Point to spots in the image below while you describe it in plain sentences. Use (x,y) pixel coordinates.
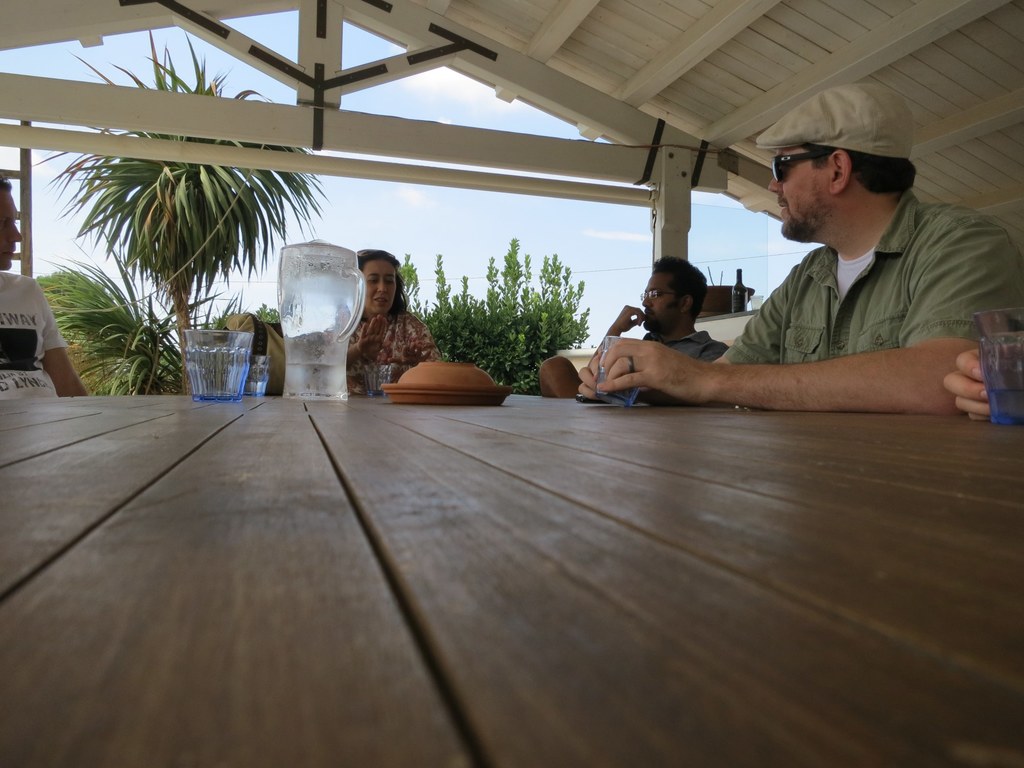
In this image we can see a few people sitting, among them, some are wearing the spectacles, in front of them, there is a table (169,470), on the table (221,425), we can see the glasses (254,357), jug (312,336) and some objects (438,400), also we can see the trees (230,255), bottle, bowl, glass (206,365) and a ladder (24,239), in the background (39,188) we can see the sky (39,188) with clouds (63,188).
